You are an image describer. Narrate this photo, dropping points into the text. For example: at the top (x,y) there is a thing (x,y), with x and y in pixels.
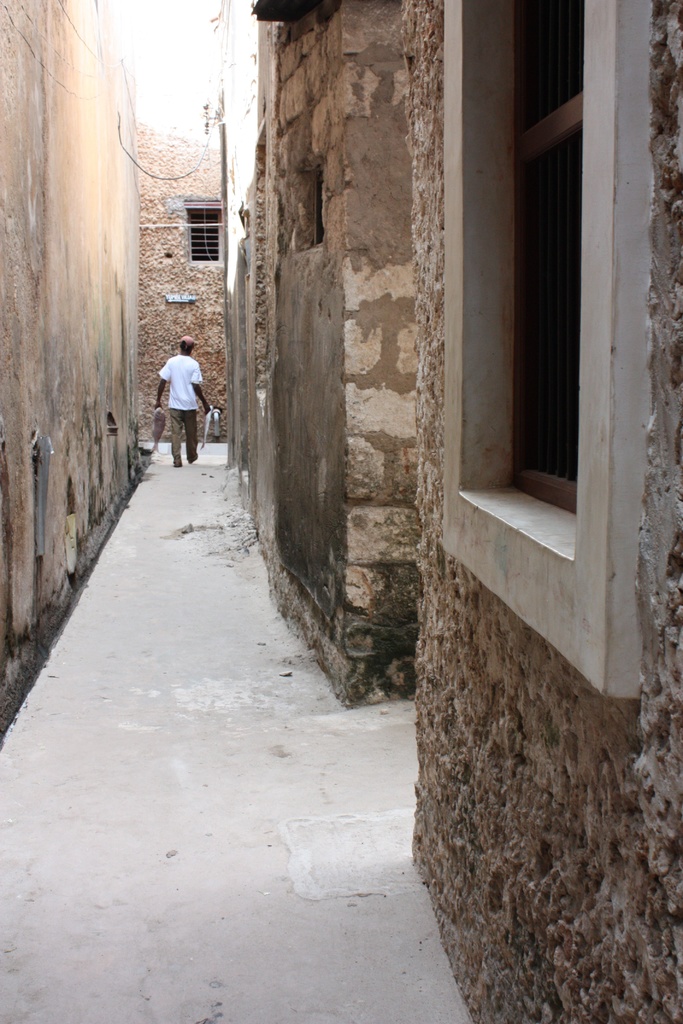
In this picture we can see a narrow path (232,918) between walls (164,318).
